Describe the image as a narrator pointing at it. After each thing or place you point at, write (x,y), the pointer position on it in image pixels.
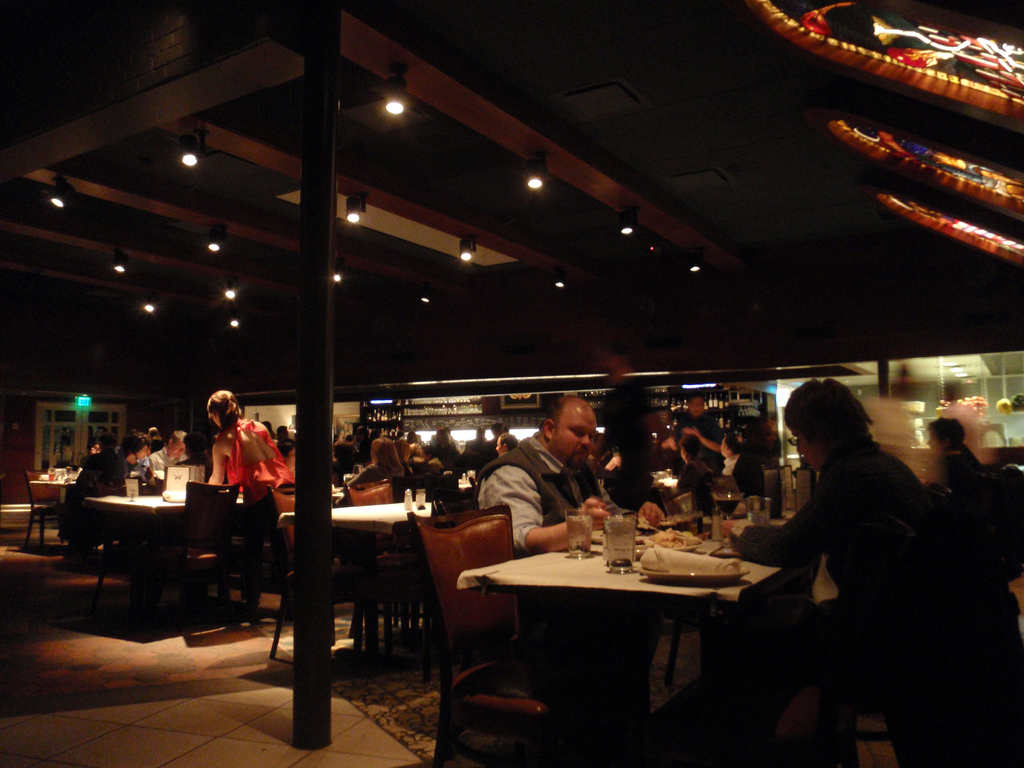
A picture of a restaurant (618,494). Persons (133,442) are sitting on chairs (434,506). In-front of them there are tables (675,546), on table (634,568) there is a cloth (583,573), glasses (632,542) and plate (667,558). On top there are lights (398,99). This is pole (322,576).
